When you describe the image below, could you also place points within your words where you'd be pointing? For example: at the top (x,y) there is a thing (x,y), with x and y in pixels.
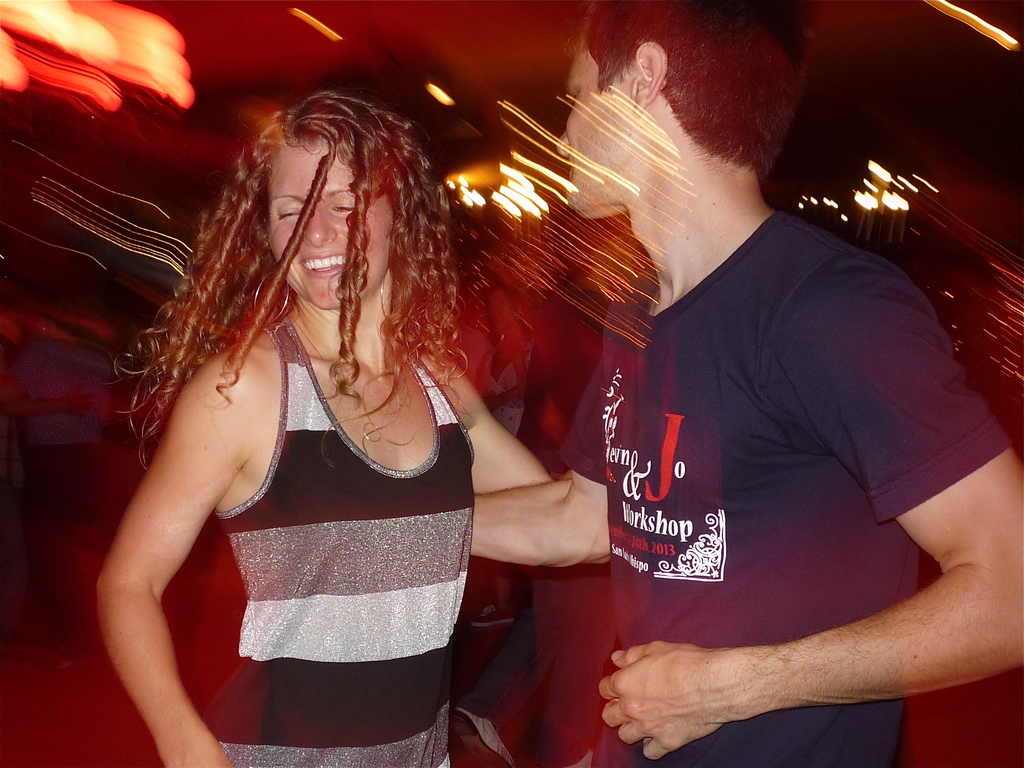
In this image there is a couple (514,502) with a smile on their face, behind them there are a few people (520,694). The background (147,146) is blurred.
